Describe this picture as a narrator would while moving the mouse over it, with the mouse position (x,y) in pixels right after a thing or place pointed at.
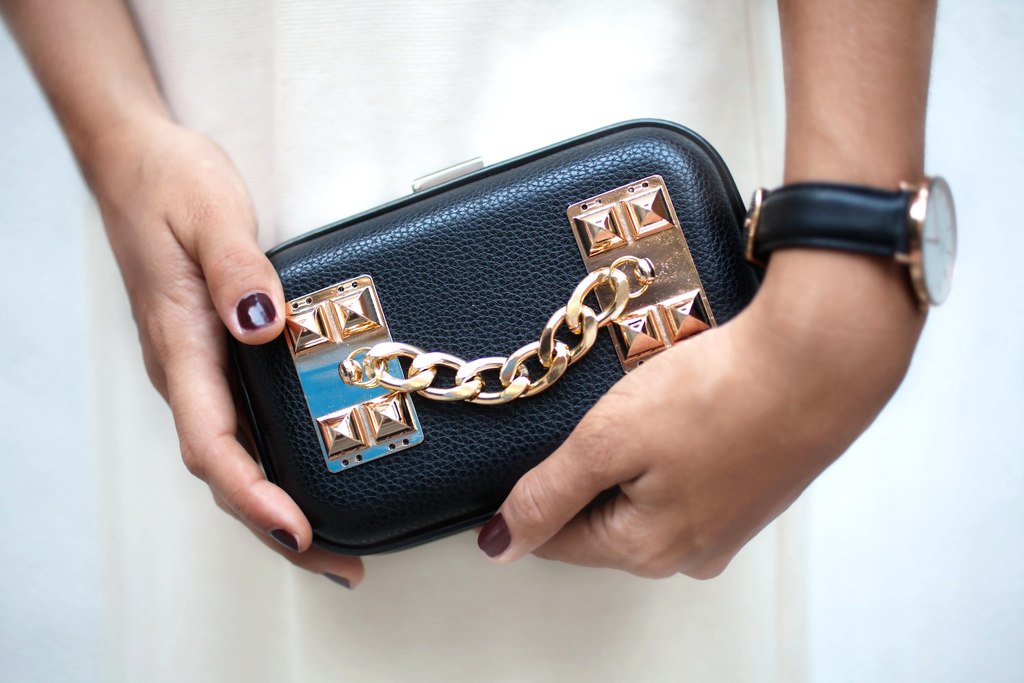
A lady (404,101) wearing a white dress (425,102) holding a black box (471,299) having a gold chain (495,363) attached to it and she is also having a black watch (823,225) to her left hand (853,124).
